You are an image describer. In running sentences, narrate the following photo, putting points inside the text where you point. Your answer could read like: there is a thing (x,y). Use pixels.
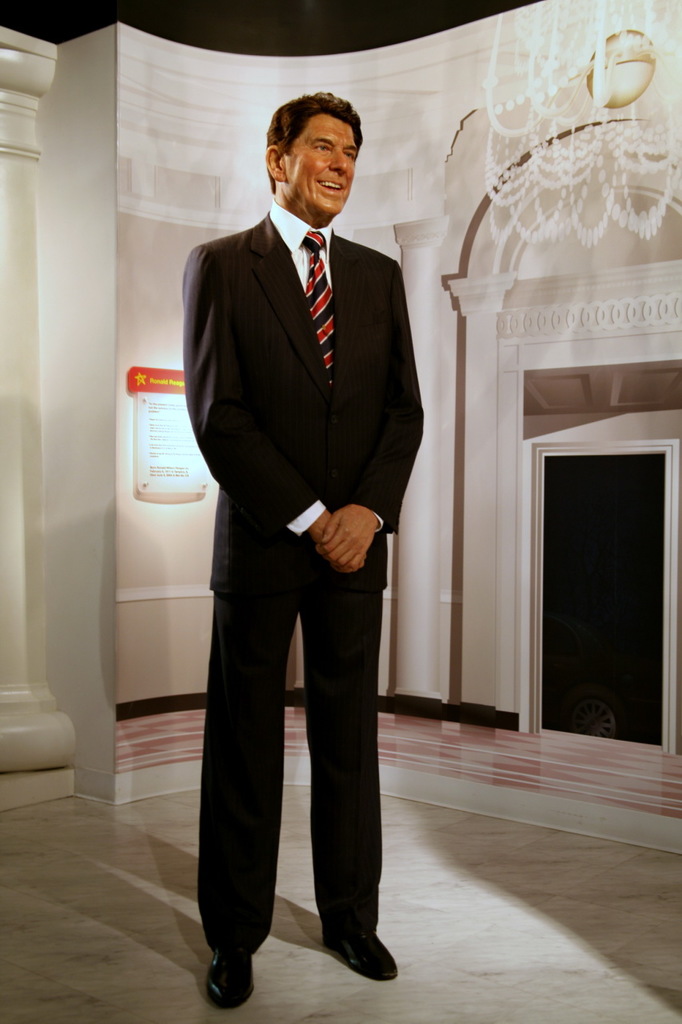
In this image we can see a person (302,473) standing. In the back (219,172) there is a wall (403,141) with wallpaper (425,138). Also there is a pillar (2,217). On the wallpaper (596,90) there is a chandelier (547,136).
